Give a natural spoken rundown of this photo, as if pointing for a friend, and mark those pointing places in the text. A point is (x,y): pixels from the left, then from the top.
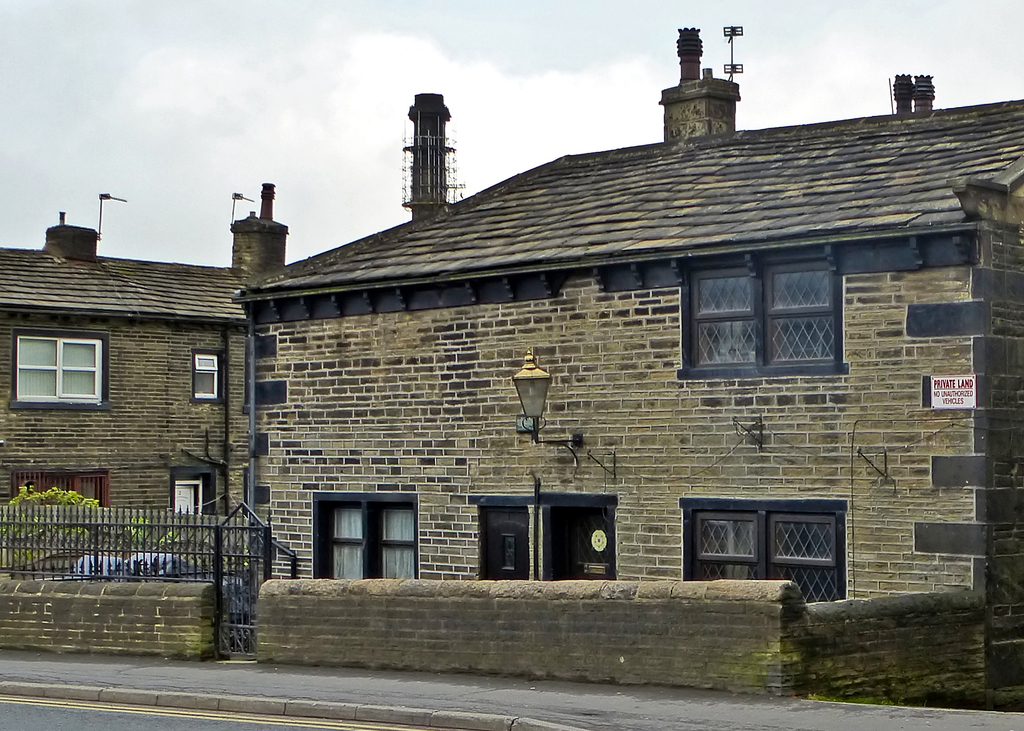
In this image I see the buildings (448,349) and I see the wall (125,583) and the fencing (93,564) over here and I see the path (170,660) and I see a board (960,391) over here on which there is something written. In the background (316,83) I see the sky (313,120).
